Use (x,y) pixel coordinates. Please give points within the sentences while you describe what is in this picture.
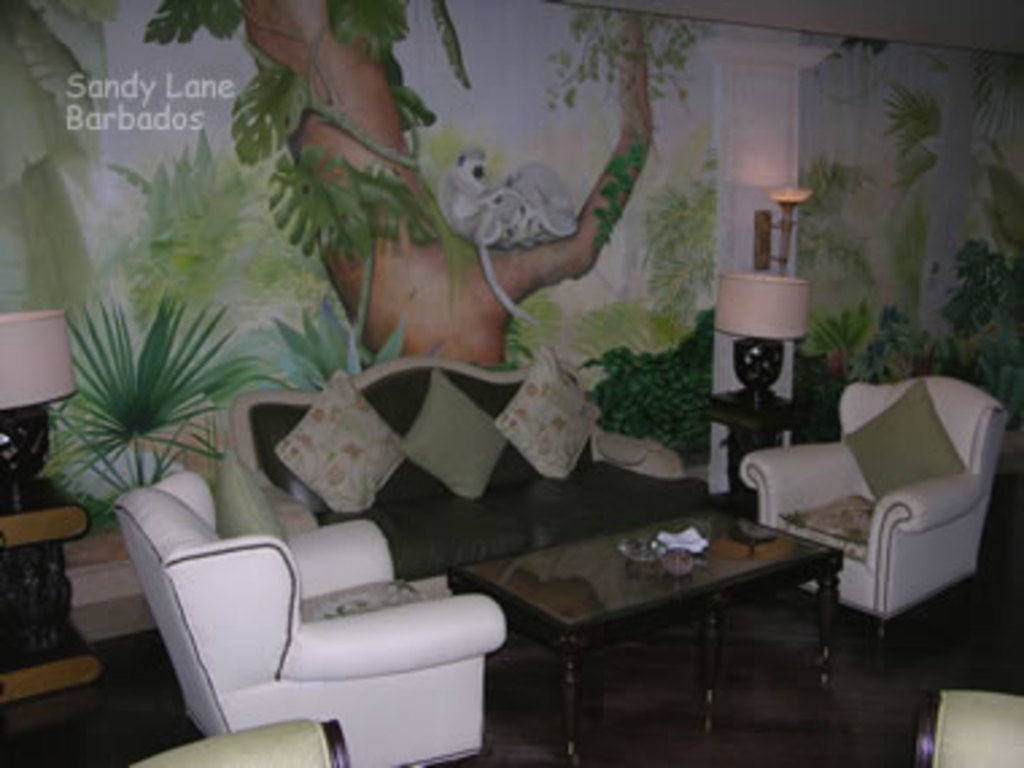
It seems to be the image is inside the room (1001,588). In the image we can see couch (410,424), on couch (580,527) there are three pillows (424,434) and right side (943,272) there is a wall (931,277) with some painting (927,286). On left side (11,334) there is a lamp (21,378) on table (25,516) in background (468,311) there is a painting (360,170) of trees (352,111), monkeys (537,206) and is labelled as sandy lane.
